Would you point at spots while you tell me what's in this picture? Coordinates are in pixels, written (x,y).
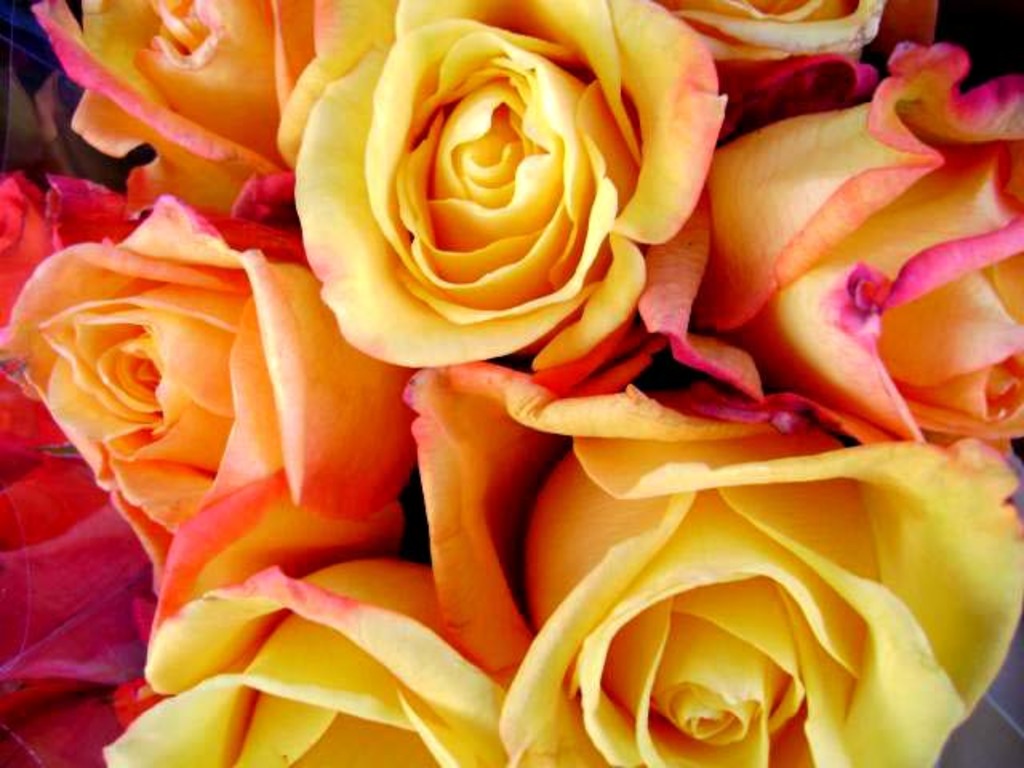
In the image we can see some flowers (676,50).
